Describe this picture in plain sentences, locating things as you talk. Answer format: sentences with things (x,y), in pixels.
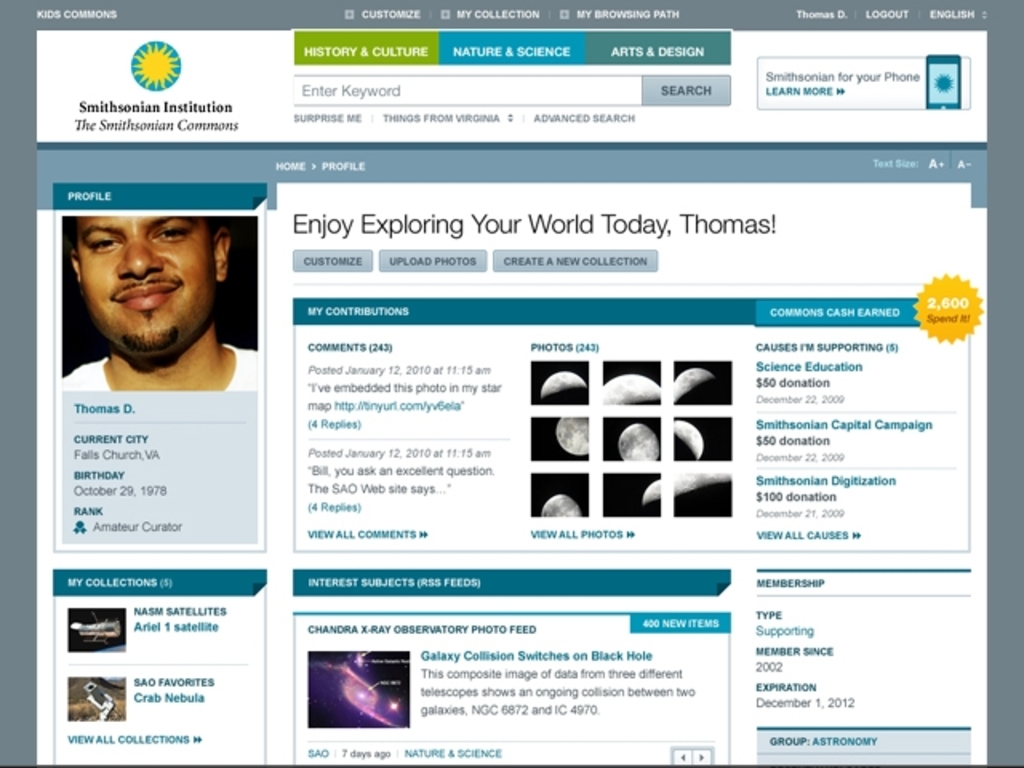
We can see web page (735,160), in this page (357,264) we can see a man (104,284) smiling and information (813,512).
